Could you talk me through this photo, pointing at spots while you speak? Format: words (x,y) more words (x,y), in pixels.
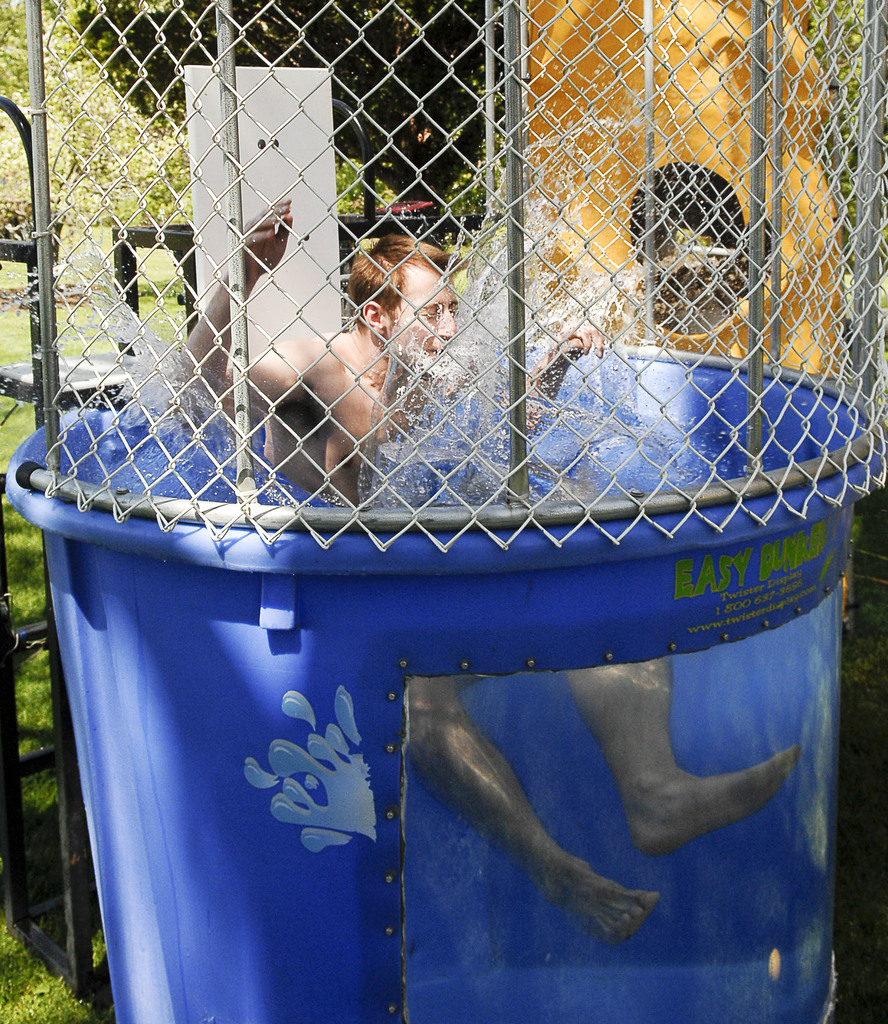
In the picture I can see a man (345,449) is sitting in a tub (247,673). The man (611,737) is in the water (375,447). I can also see fence (174,401), trees (122,89), the grass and some other objects (415,226).
